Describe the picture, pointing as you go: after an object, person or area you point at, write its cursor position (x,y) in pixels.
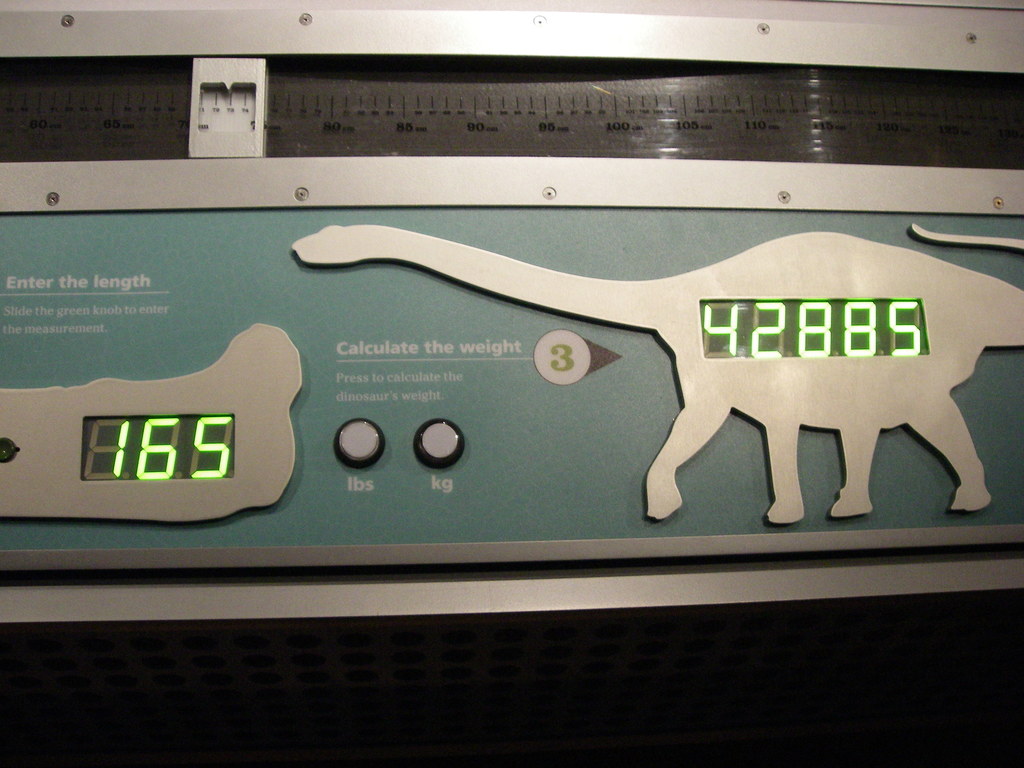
This is a weight calculating device (456,489).
